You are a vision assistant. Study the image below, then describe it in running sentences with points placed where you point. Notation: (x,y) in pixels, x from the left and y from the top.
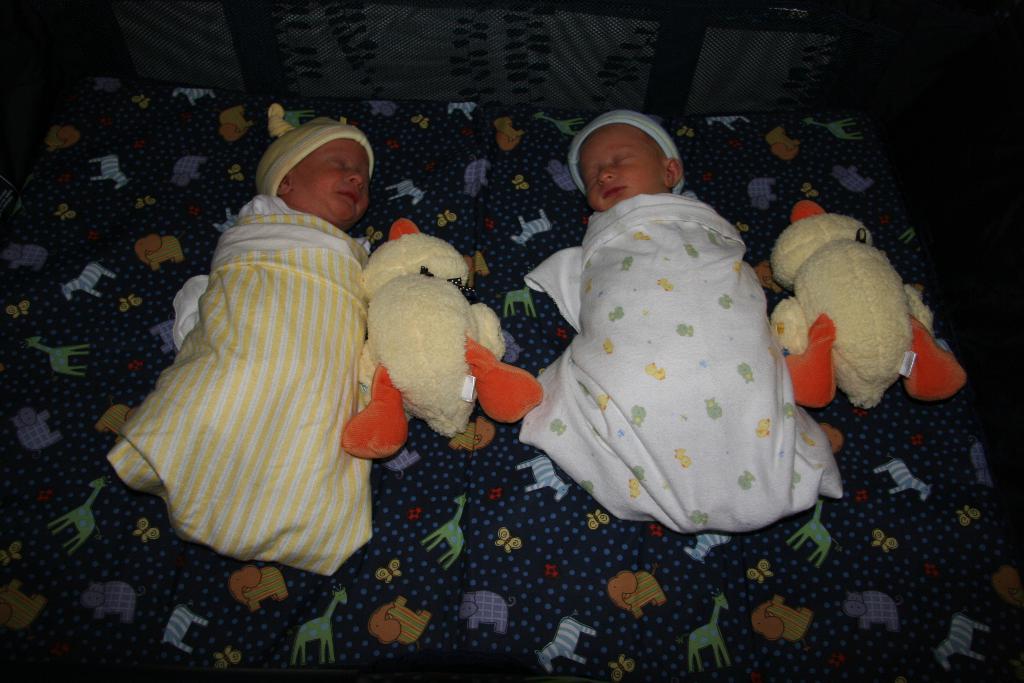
In this image I can see babies (329,325). There are two toys (842,339) on the bed (81,431).
